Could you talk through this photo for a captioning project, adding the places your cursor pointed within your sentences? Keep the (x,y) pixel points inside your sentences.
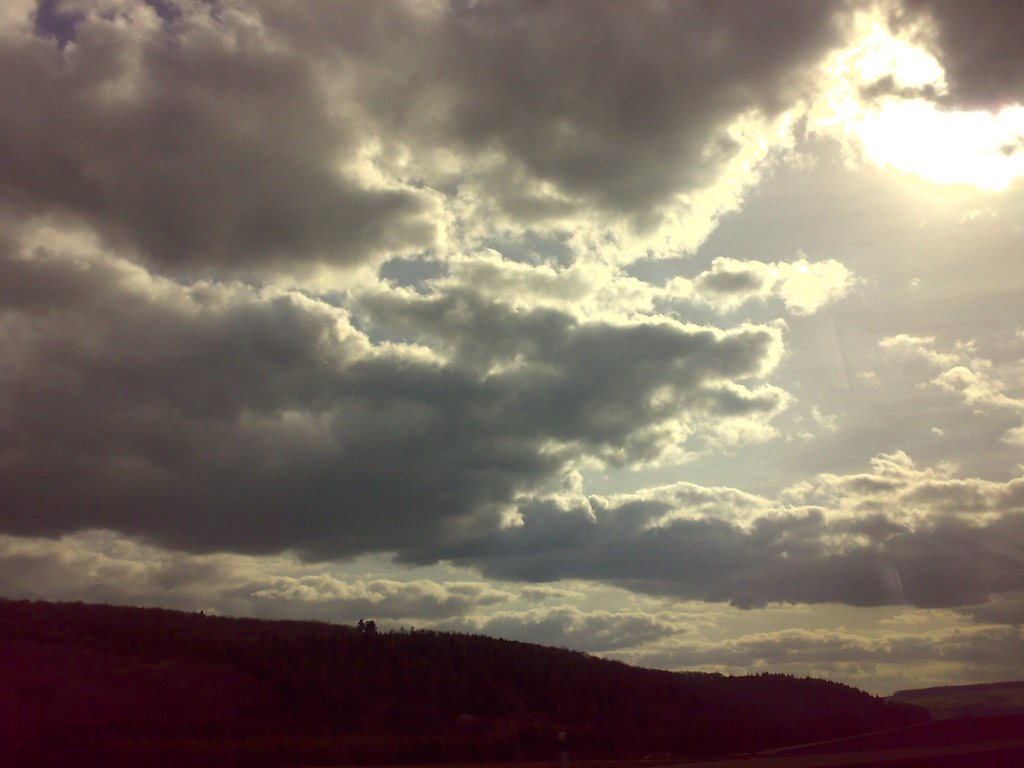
In this image in the center (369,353) there are trees (389,669) and the sky (490,419) is cloudy.
